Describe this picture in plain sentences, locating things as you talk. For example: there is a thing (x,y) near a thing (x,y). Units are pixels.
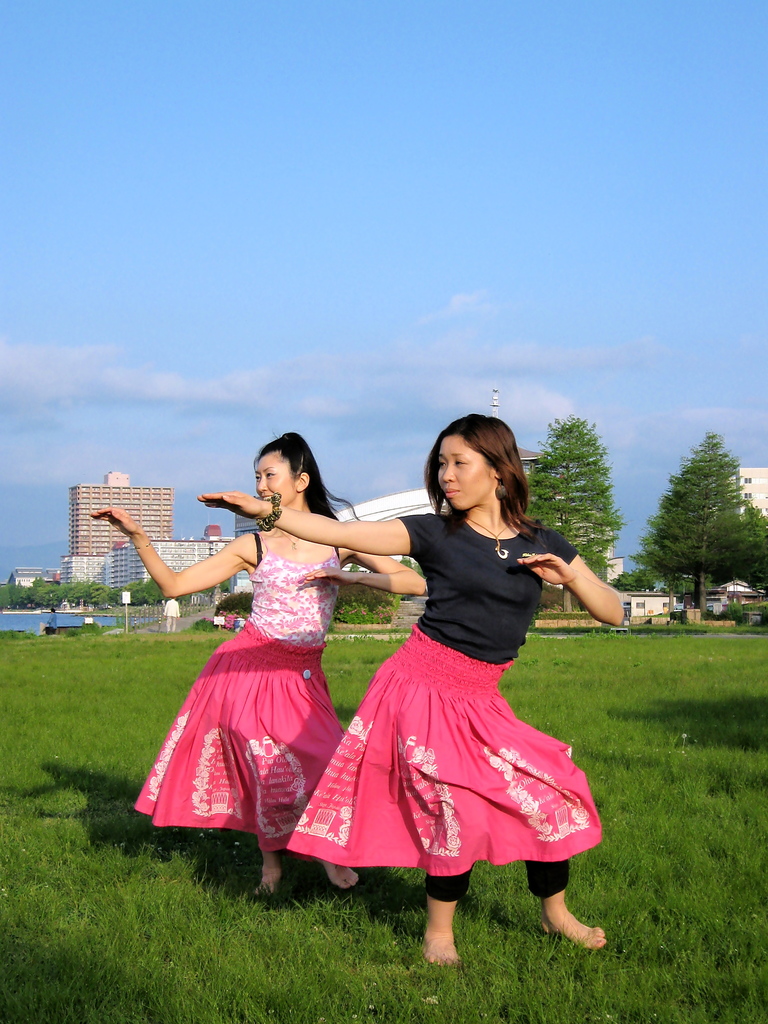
In this image there are two persons (319,683) dancing on the grassy land (581,718) as we can see in the middle (357,664). There are some trees (725,545) and buildings (204,539) in the background (588,556). There is a blue sky (329,258) at the top of this image (266,333).
